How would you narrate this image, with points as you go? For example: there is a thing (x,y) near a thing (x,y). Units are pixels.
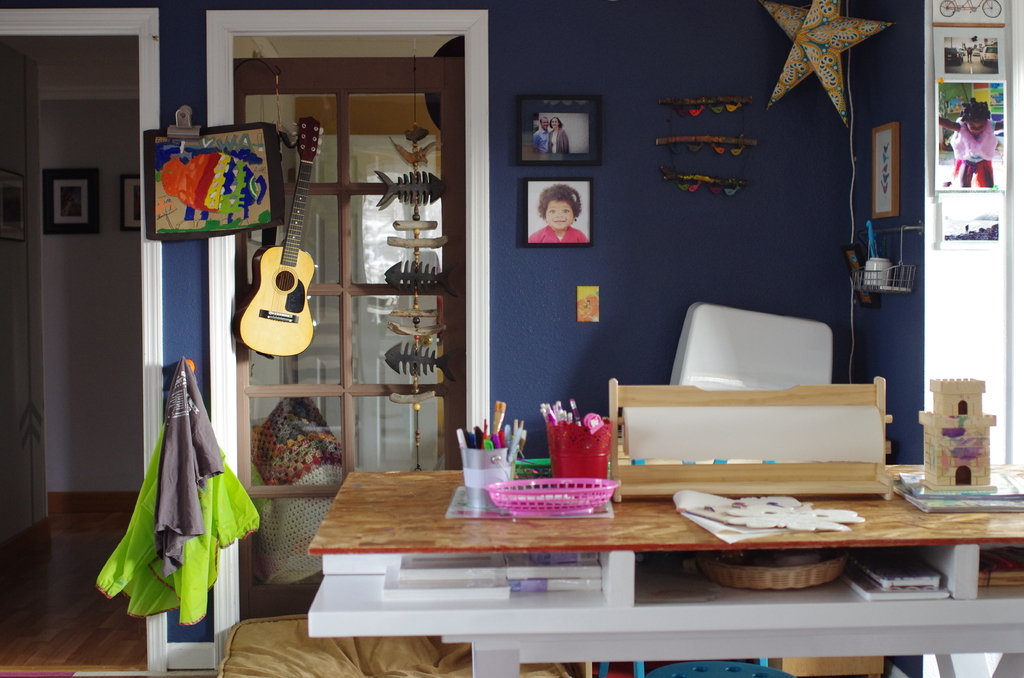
The image is inside the room (476,448). There is a table (650,505) in image on table (632,501) we can see a tray (583,492), pens (570,421), toy (955,452), books (905,583). On right side (782,235) there is a blue color wall (635,280), photo frame (589,225), jar (874,267). On left side (89,316) there is a white color wall (88,303) in middle (372,308) there is a door (359,308) which is in brown color. On door (345,278) we can see a guitar (302,267), paintings (251,199), toy fishes (414,190).
